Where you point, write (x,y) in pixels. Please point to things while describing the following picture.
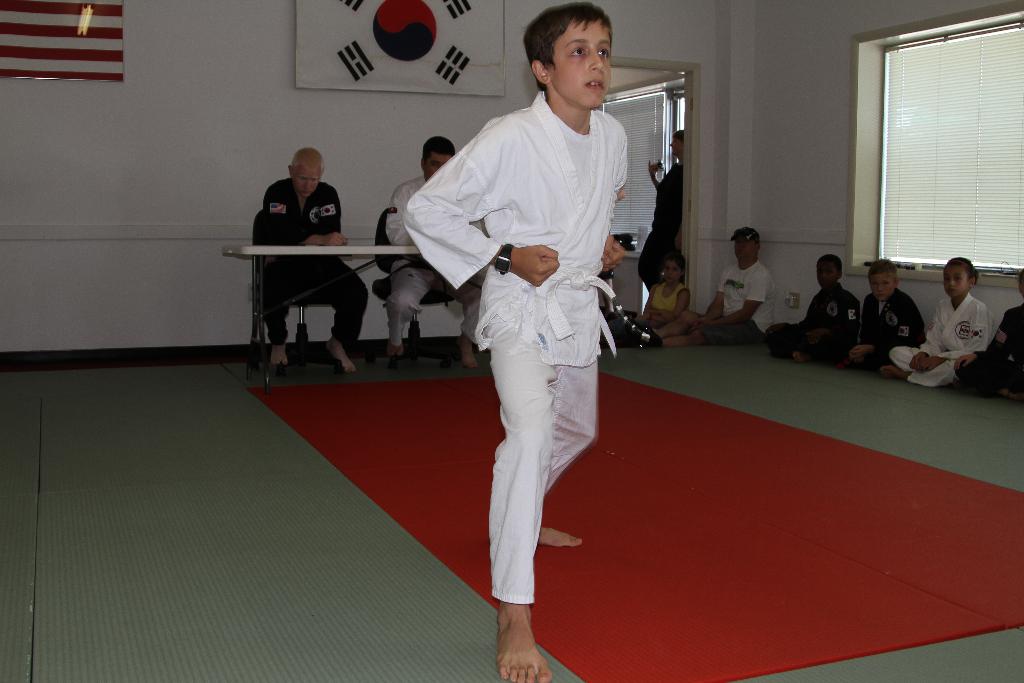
In this image, we can see a boy (561,316). Background (354,311) we can see few people (1007,360). Here a person (677,193) is standing. In this image, we can see the walls (747,182), windows (855,157), window shades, posters (333,36). Here we can see two persons (426,269) are sitting on the chairs (295,305). Here there is a table (323,285) on the floor (307,417).
